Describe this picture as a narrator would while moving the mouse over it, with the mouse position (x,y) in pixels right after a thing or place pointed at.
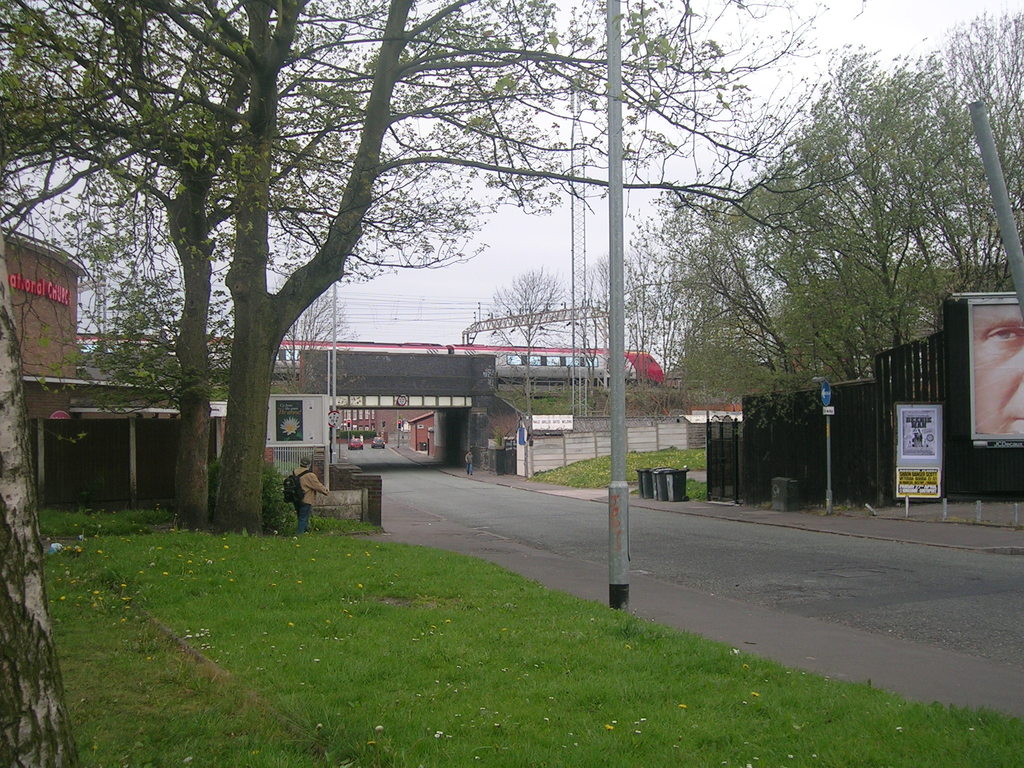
In this picture I can see a train (501,380) on the bridge (459,396) and few trees (529,296) and couple of buildings (80,381) and a human (300,496) standing with a backpack (290,486) on the back (285,480) and few poles (611,590) and a sign board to the pole (828,445) and couple of advertisement boards (907,443) and few dust bins (656,479) on the sidewalk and I can see grass (312,688) on the left side of the road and a cloudy sky (488,232).
